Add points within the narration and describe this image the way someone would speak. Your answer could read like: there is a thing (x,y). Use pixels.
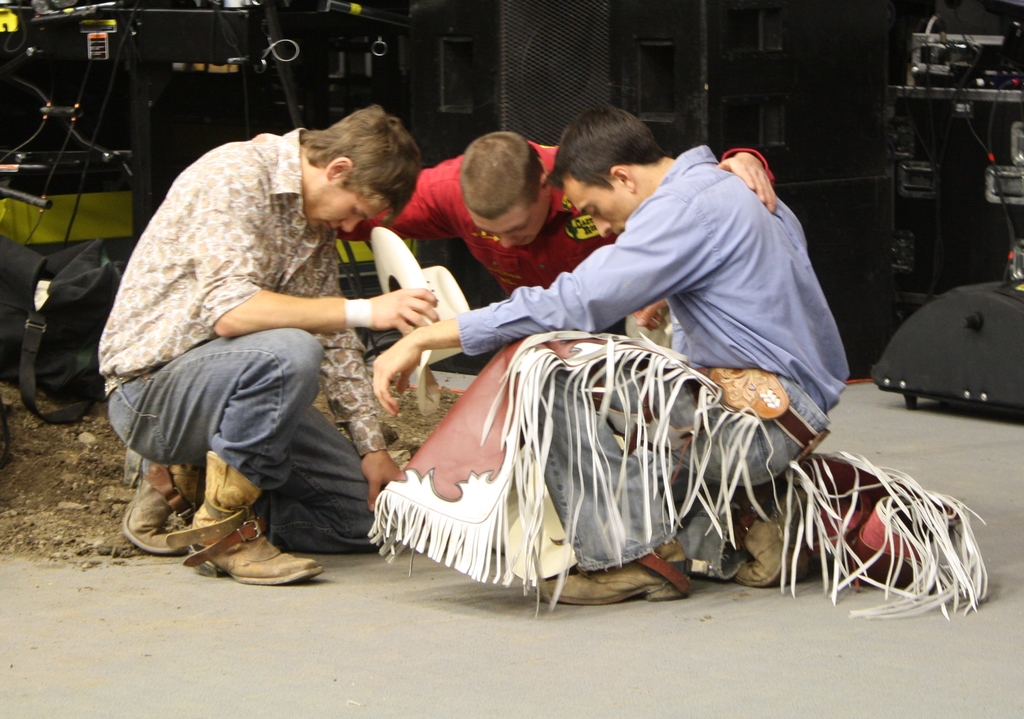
In this picture I can see three people (489,341) sitting on the surface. I can see the speakers (542,92). I can see electronic devices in the background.
